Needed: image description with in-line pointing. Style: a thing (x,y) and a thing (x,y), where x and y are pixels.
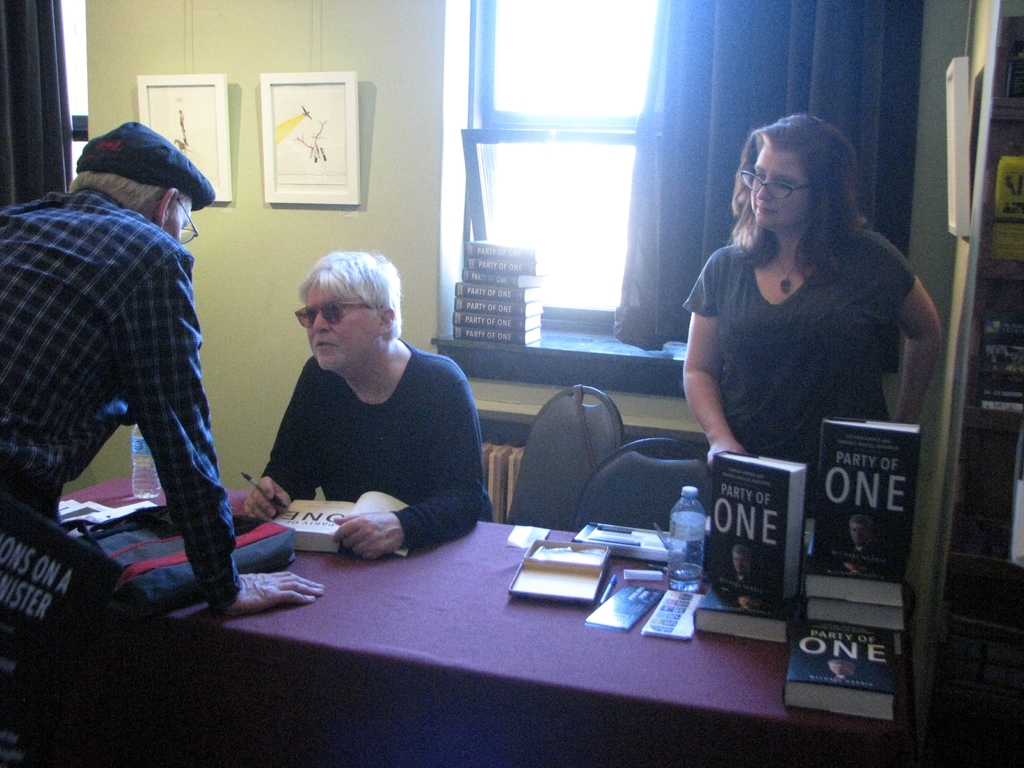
In the picture we can see three people (789,234) one person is sitting on a chair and one woman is standing near the table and one man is also standing opposite to them near the table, in the background (271,212) we can see a wall (255,157) with two photo frames (300,156) and window (588,314) with curtain (645,328) and glasses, near the window (581,328) there are books (497,328) and on the table (784,677) we can also find some books (824,496) and bottles (700,536), pens (609,588).
